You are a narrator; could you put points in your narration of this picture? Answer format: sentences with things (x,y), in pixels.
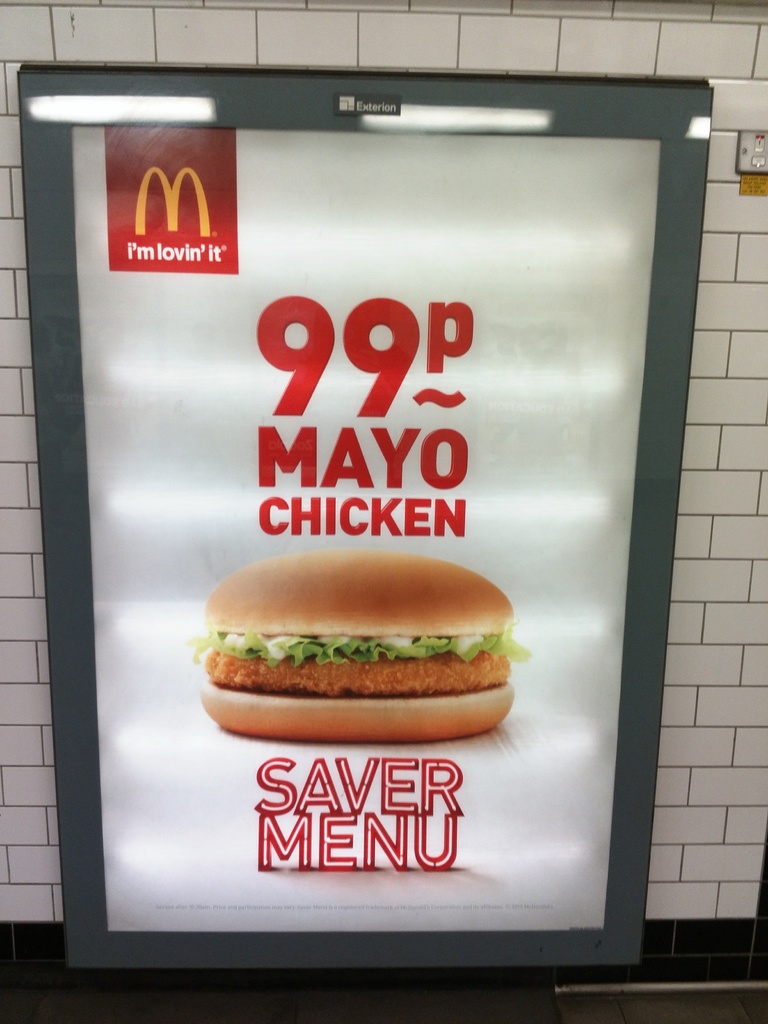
In this image we can see a hoarding (535,648) on tile wall (634,978). In this hoarding (480,272) we can see picture (499,658) of burger (369,620), lights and logo (160,221). Something written on this hoarding (416,865).
